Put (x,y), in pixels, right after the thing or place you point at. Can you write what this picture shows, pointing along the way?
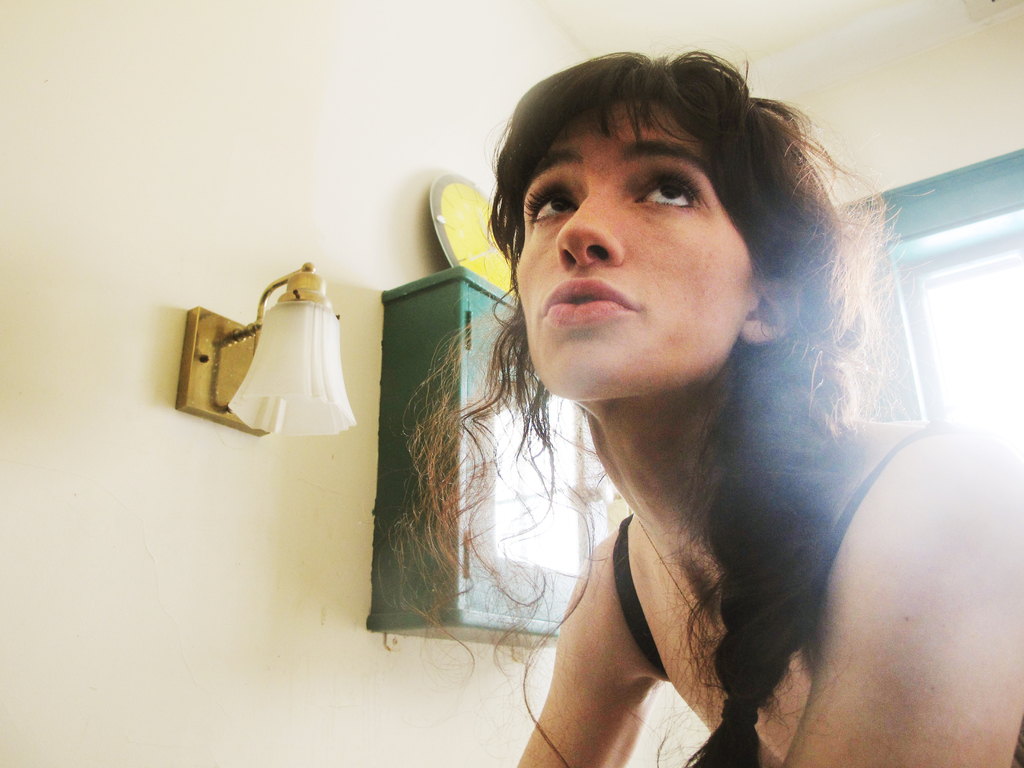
This person (720,481) is looking upwards. Box (455,297) and lamp (294,340) is on the wall (129,288). Here we can see clock (464,180) and window (911,353).
